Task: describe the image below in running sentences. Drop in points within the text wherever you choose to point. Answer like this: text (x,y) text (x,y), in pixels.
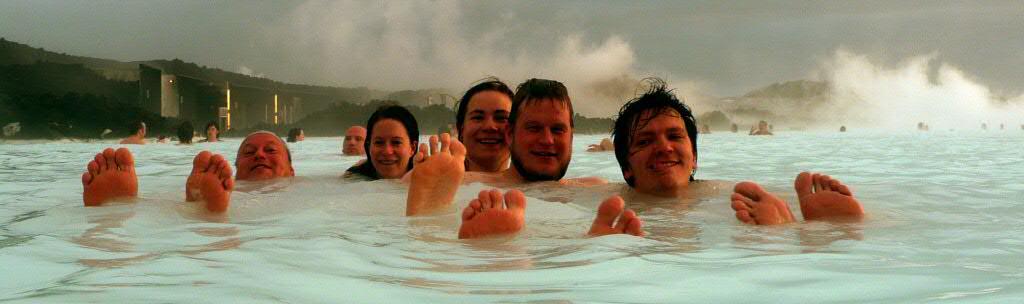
In this picture we can see there are groups of people (385,164) in the water (242,209). Behind the people (135,170), it looks like a building (192,102) and there are hills (318,107), fog (848,69) and the sky (452,72).
